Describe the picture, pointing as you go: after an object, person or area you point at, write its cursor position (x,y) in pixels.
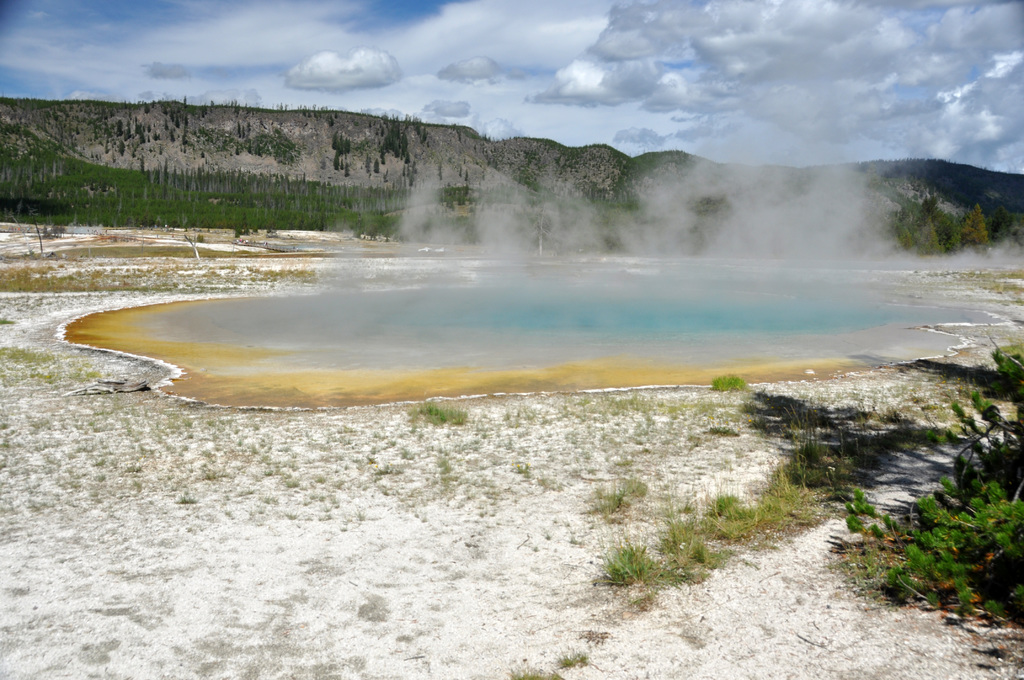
In this image I can see water (656,352) and the smoke (798,260) in the centre (618,255). In the background (253,188) I can see number of trees (528,191), the mountain (432,180), clouds (819,70) and the sky (86,33). I can also see grass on the right side (870,422) and in the background of the image (144,281).
